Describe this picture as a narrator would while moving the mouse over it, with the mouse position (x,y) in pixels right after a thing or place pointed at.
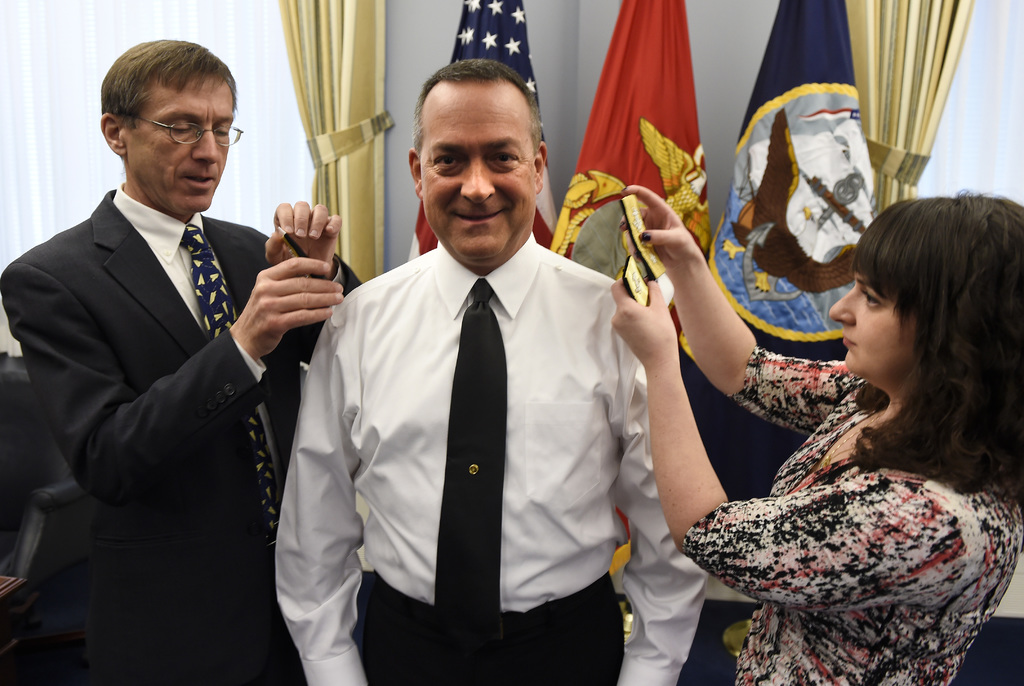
In the image we can see there are two men (385,419) and a woman (820,536) standing and they are wearing clothes (590,501). This is a tie (459,434) and spectacles (197,132), we can even see there are three flags (774,116), these are the curtains (339,143).
